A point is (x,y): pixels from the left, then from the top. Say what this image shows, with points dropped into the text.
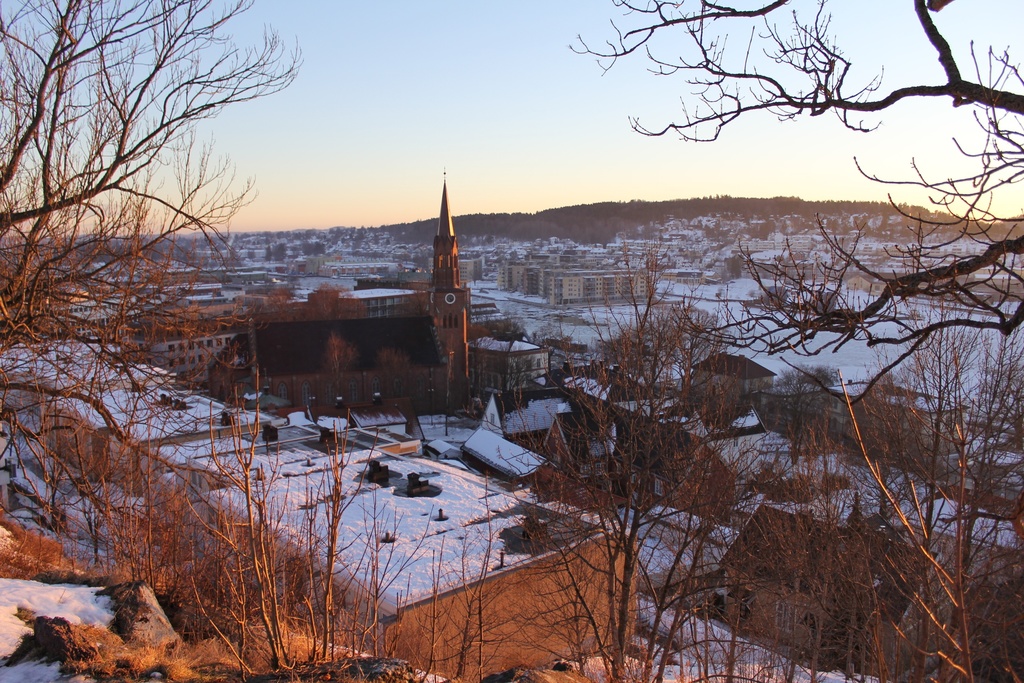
We can see buildings (501,629), dried trees (658,422), plants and snow (458,497). In the background (724,195) we can see trees (585,208) and sky (508,70).
